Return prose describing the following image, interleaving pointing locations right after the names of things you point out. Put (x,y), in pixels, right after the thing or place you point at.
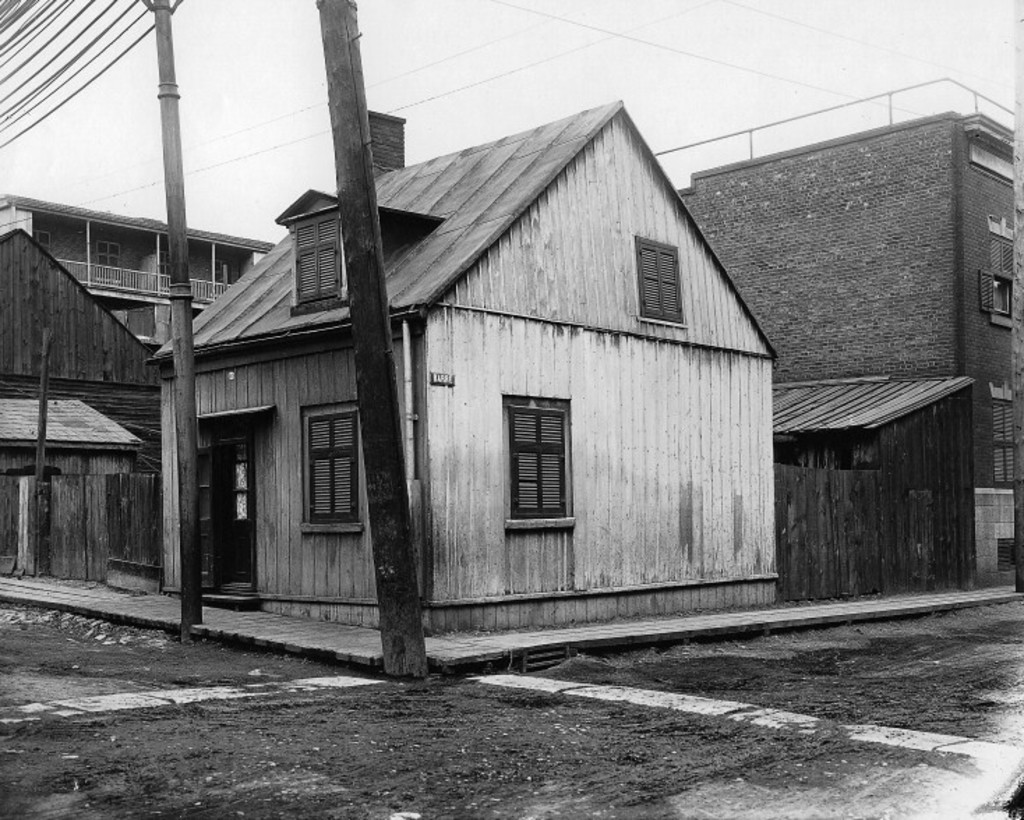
In this image there are buildings (20,289) and poles (328,18). At the bottom (479,738) there is a road (681,748). In the background (466,46) there are wires (105,71) and sky (378,75).
